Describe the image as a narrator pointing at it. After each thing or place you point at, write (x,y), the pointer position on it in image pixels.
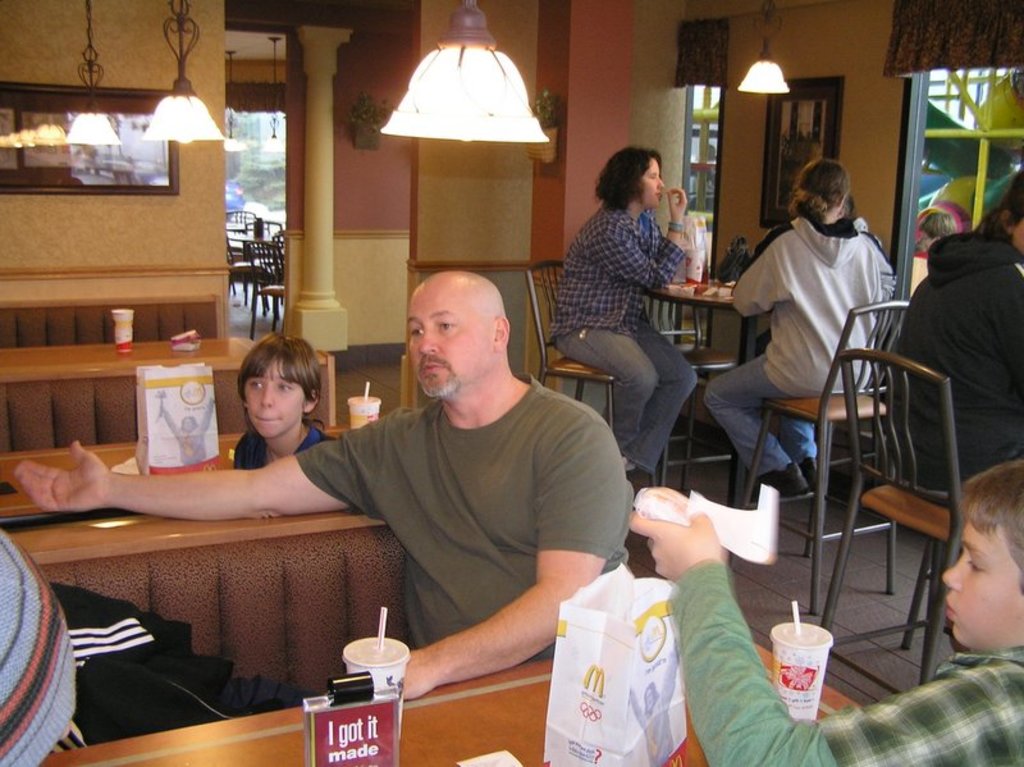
In this picture there is a person (574,438) who is sitting at the center of the image (343,484) and there are other people (778,302) those who are sitting on the chairs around the area of the image and there are lamps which are hanged from the ceiling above the image, it seems to be a canteen (513,346).
